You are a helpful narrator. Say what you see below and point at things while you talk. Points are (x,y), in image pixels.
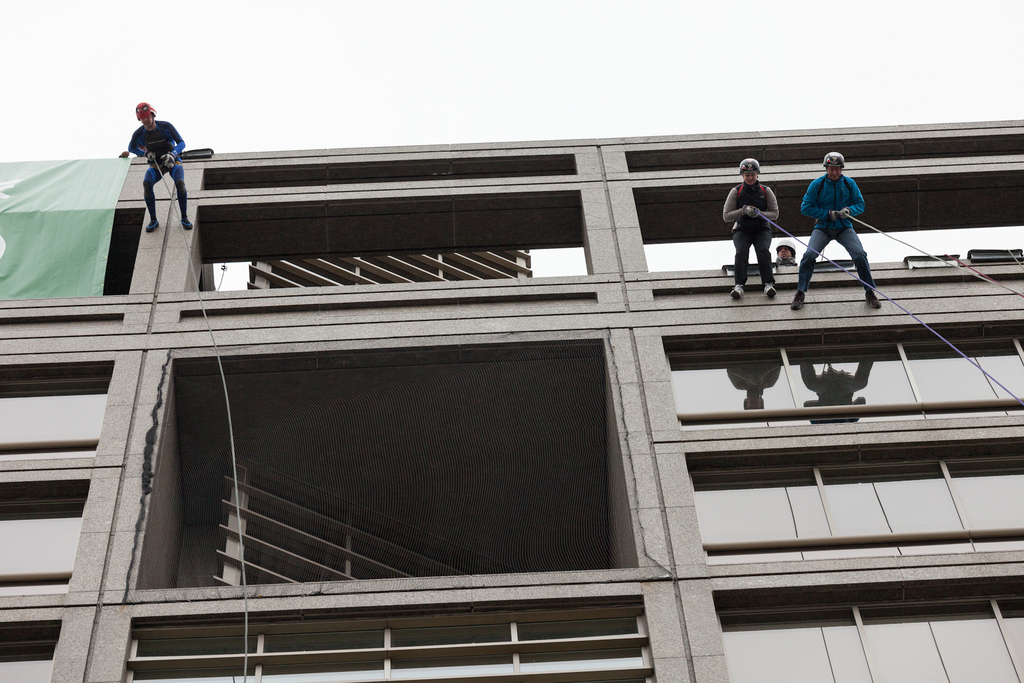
As we can see in the image this is a building (382,382) and these three persons (745,213) are trying to walk on the building (782,276) with the help of rope (164,177) and the costume (833,202) they are wearing. The helmets (751,169) are for the protection, this man (782,256) is helping them out. This is the sky (433,72).
